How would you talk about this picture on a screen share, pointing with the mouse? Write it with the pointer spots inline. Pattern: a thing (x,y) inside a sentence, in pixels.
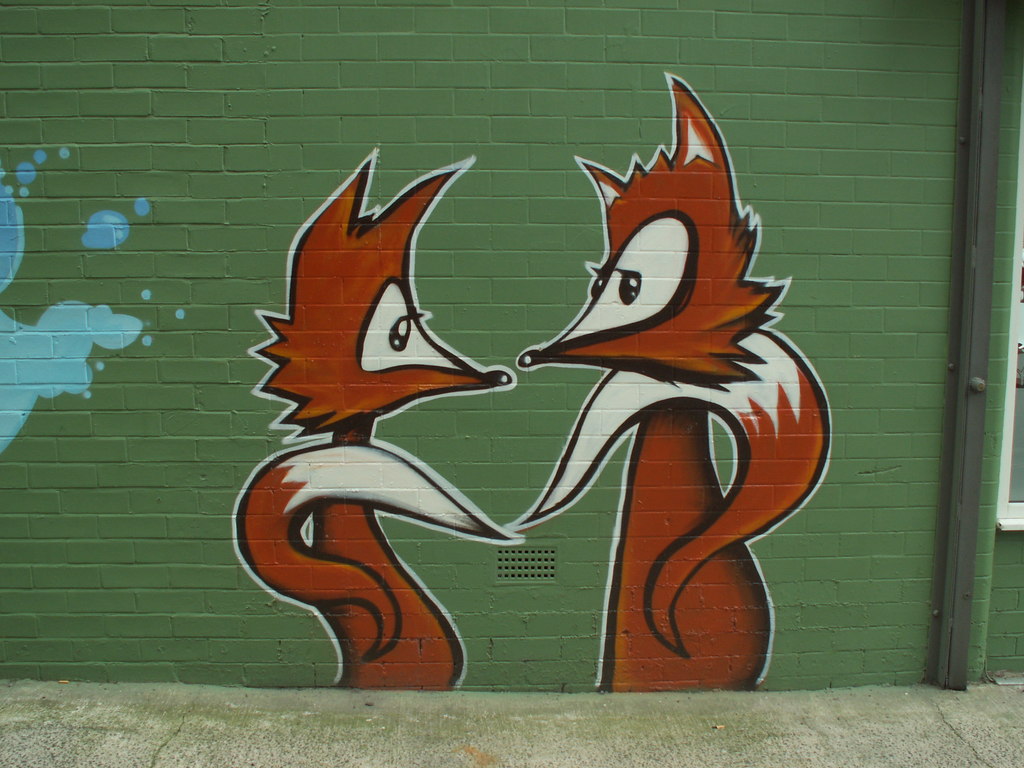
In this image I can see wall paintings (608,349) on a wall (627,478) and a window (1015,298). This image is taken may be during a day.
